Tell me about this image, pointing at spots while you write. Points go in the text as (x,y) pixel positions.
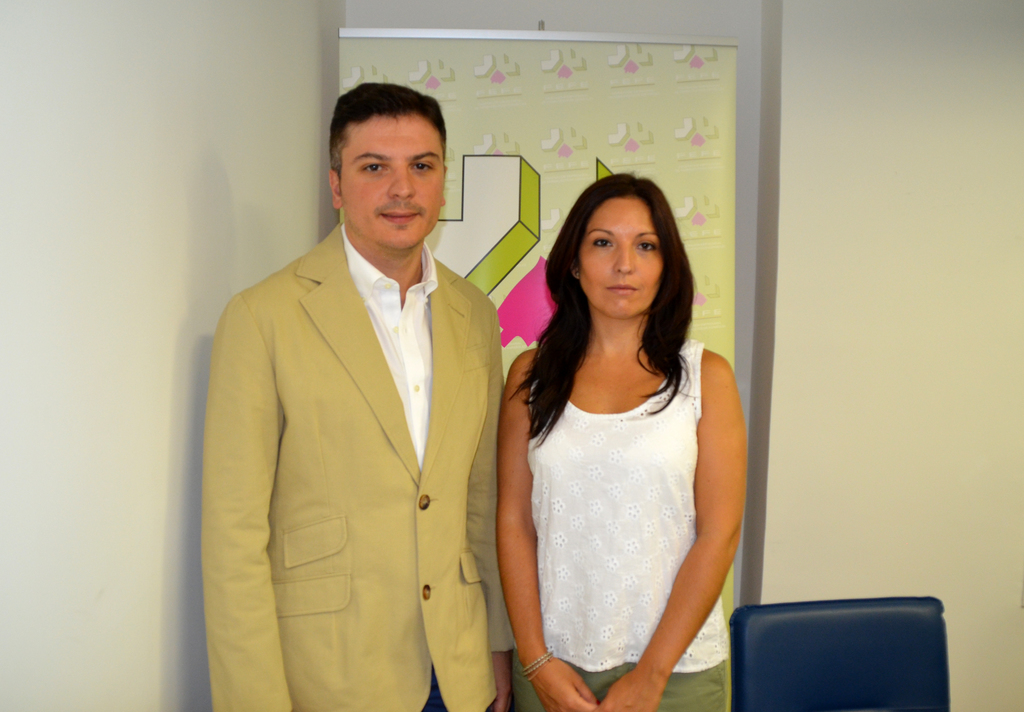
As we can see in the image there are wall (940,371), banner (492,112), chair (817,647) and two persons (562,460) standing. The woman (600,533) is wearing white color dress (634,433) and the man (321,486) is wearing cream color jacket (332,546).
